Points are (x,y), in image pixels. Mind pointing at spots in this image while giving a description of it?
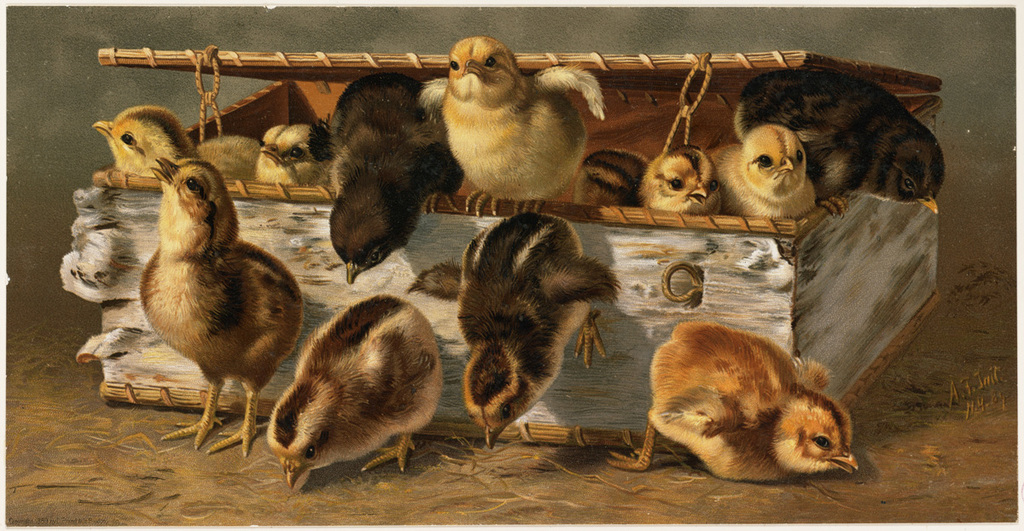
This is an animation, in this image in the center (557,249) there are some chicks (550,188) and beside the box (643,382) also there are some chicks (345,340).
